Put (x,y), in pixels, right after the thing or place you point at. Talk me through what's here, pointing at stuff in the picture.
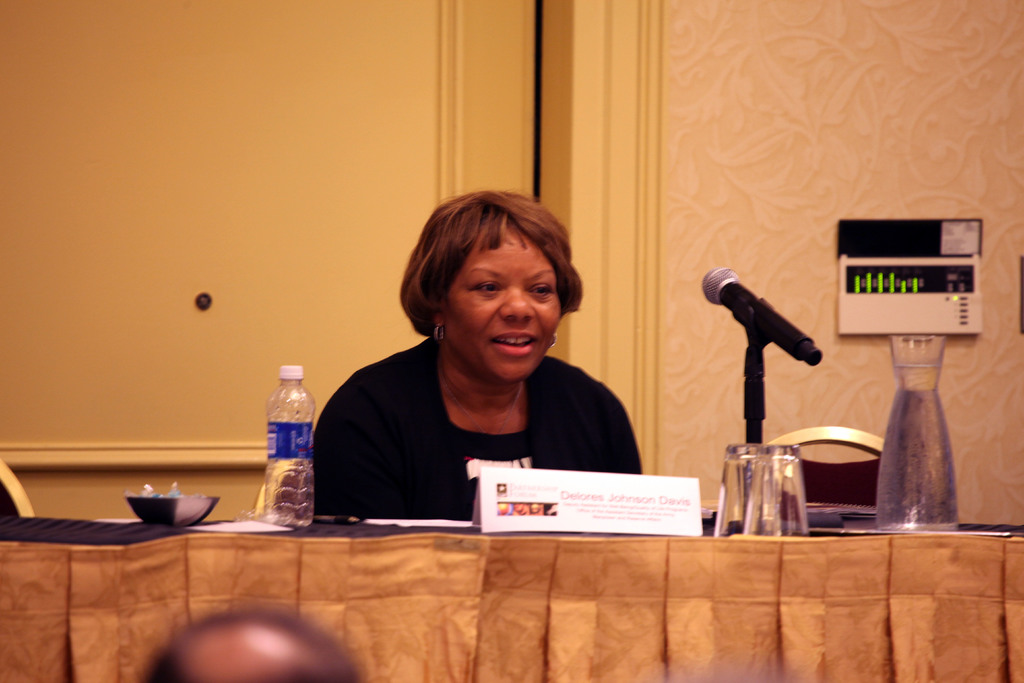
In this image, there is a person (466,359) sitting in front of the mic (730,290). There is a table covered with a cloth (544,576). This table (499,571) contains water bottle (305,487), two glasses (785,522) and jug (929,457). There is a chair (830,473) behind this table (835,544). There is an electrical equipment (867,292) attached to the wall (831,165). This person (559,369) wearing clothes (543,382).
